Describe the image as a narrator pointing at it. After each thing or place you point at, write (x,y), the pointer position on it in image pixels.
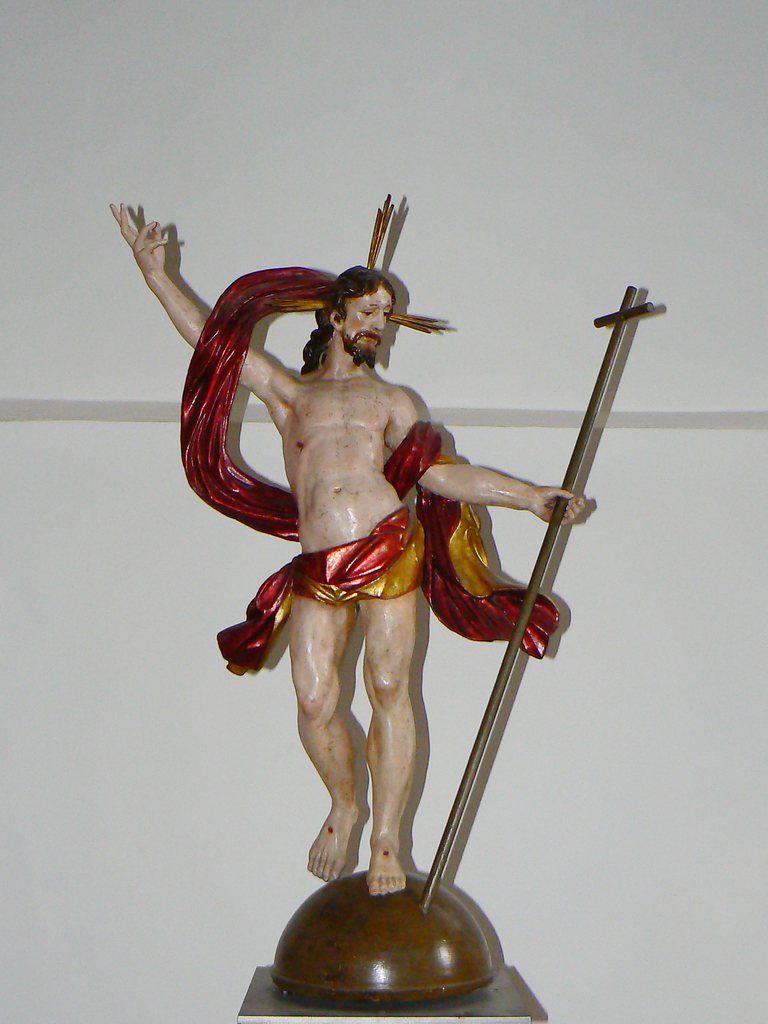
In the center of the image (458,591) we can see a sculpture (388,937). In the background (412,14) there is a wall (99,492).
